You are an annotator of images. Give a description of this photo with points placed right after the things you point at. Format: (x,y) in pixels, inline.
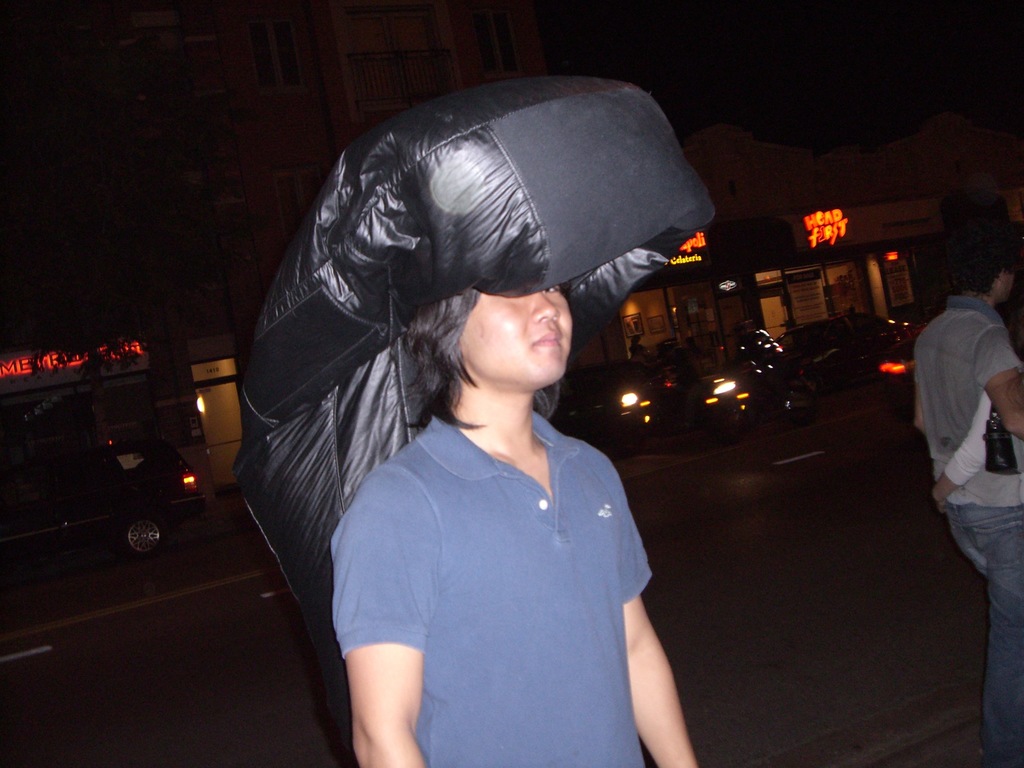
In this image I can see few people (508,624) with different color dresses (538,542). There is a black color object (388,403) on one of the person (426,385). To the side there is a road (648,590). On the road (888,596) I can see many vehicles (652,404) with lights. In the background (220,370) I can see the building (862,231).
